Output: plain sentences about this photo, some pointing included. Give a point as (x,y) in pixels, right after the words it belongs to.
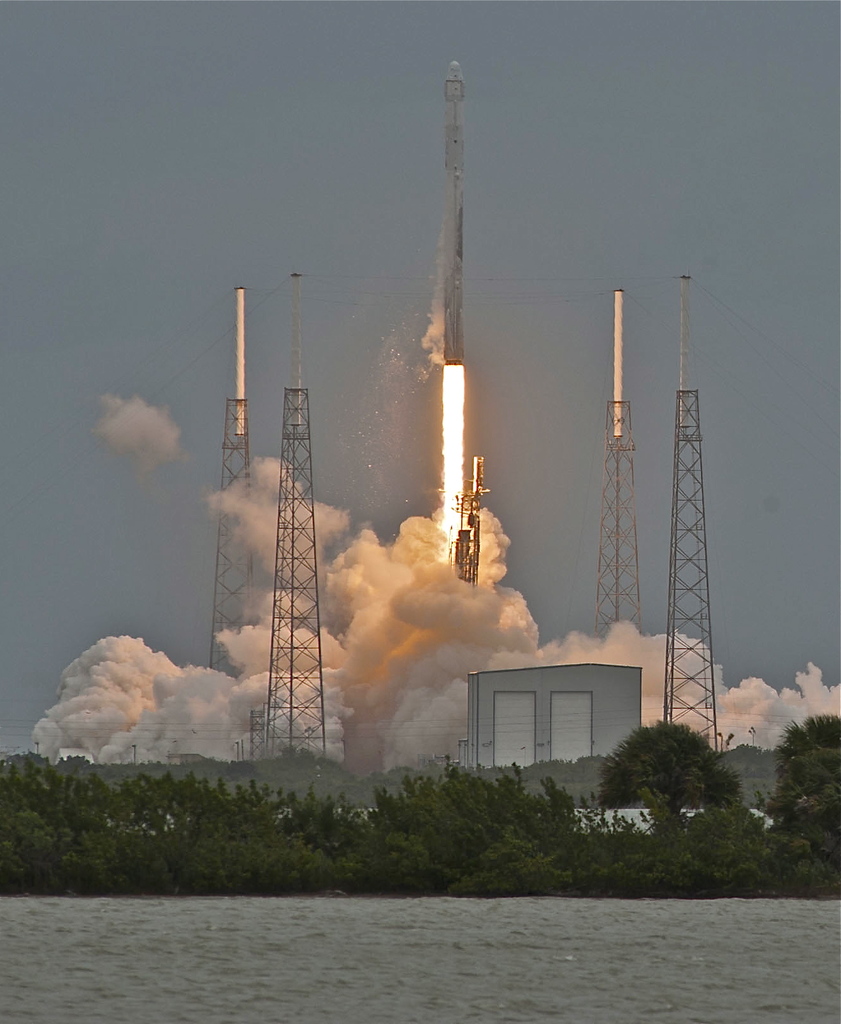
In this image at front (443,1009) there is water (495,962). At the back side (484,893) there are trees (275,757), buildings (620,686), towers (300,594) and we can see a rocket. At the top of the image (628,150) there is sky (672,148).
